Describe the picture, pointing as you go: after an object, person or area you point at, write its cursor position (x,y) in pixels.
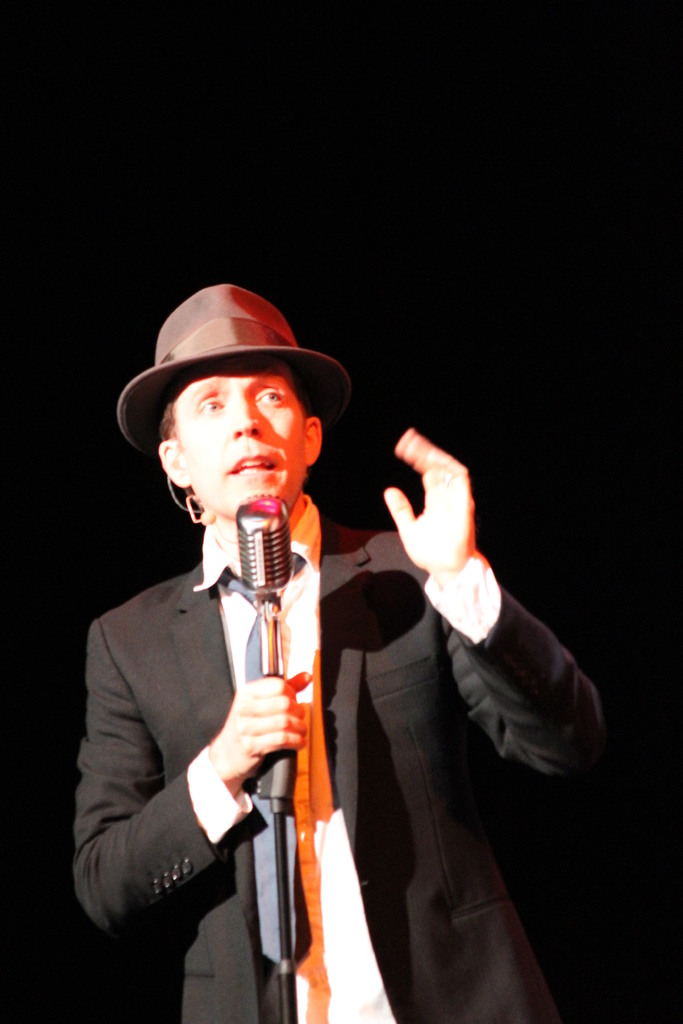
In this picture there is a guy (313,538) with black coat (237,848) talking with a mic (240,553) in his hand (268,681). The background (55,405) is black in color.
